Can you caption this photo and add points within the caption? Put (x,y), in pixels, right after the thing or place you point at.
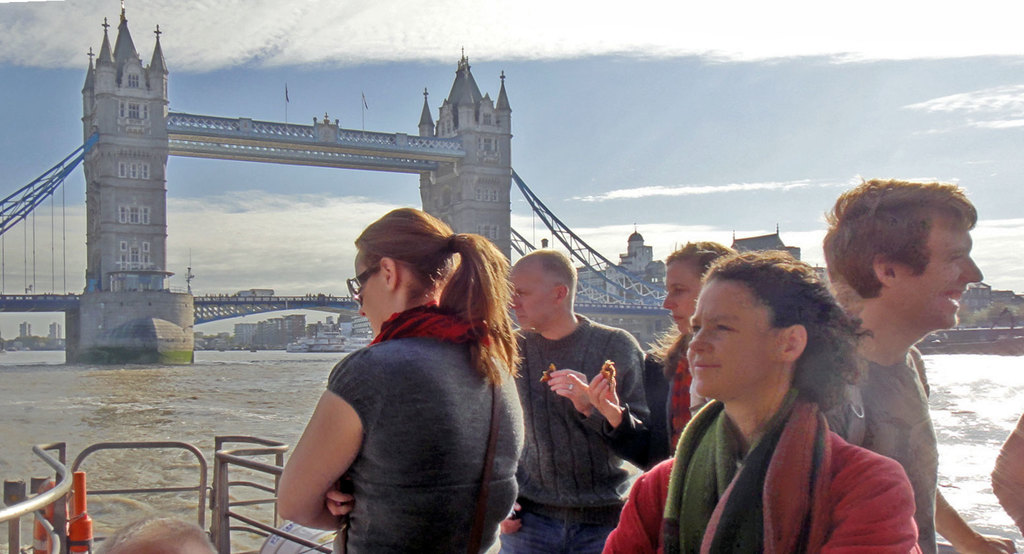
In this image we can see many people (638,411). One lady (426,369) is wearing goggles (363,295). And two persons (579,354) are holding food items (548,377). There are railings (136,493). Also there is water (196,378). In the back (131,290) there are bridges (74,310). Also there are two buildings (452,191) with windows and an arch (243,140). In the background (281,275) there are many buildings (259,338) and sky (387,16) with clouds (261,7).
